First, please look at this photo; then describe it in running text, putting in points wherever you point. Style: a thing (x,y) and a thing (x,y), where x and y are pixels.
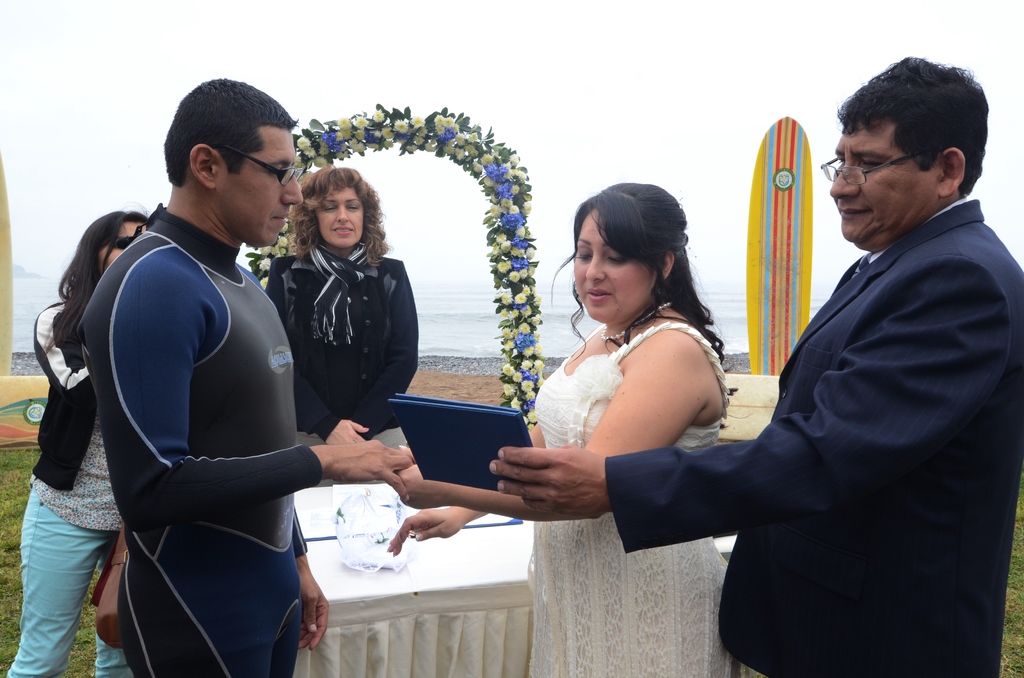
Here there are two men (238,204) and three women (123,239) standing on the ground (14,460) at the table (365,589) and a person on the right (730,619) is holding a book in his hand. On the table (377,583) there are some objects (363,568). In the background (12,449) there are some objects (511,222), water (476,301) and sky (450,59).
